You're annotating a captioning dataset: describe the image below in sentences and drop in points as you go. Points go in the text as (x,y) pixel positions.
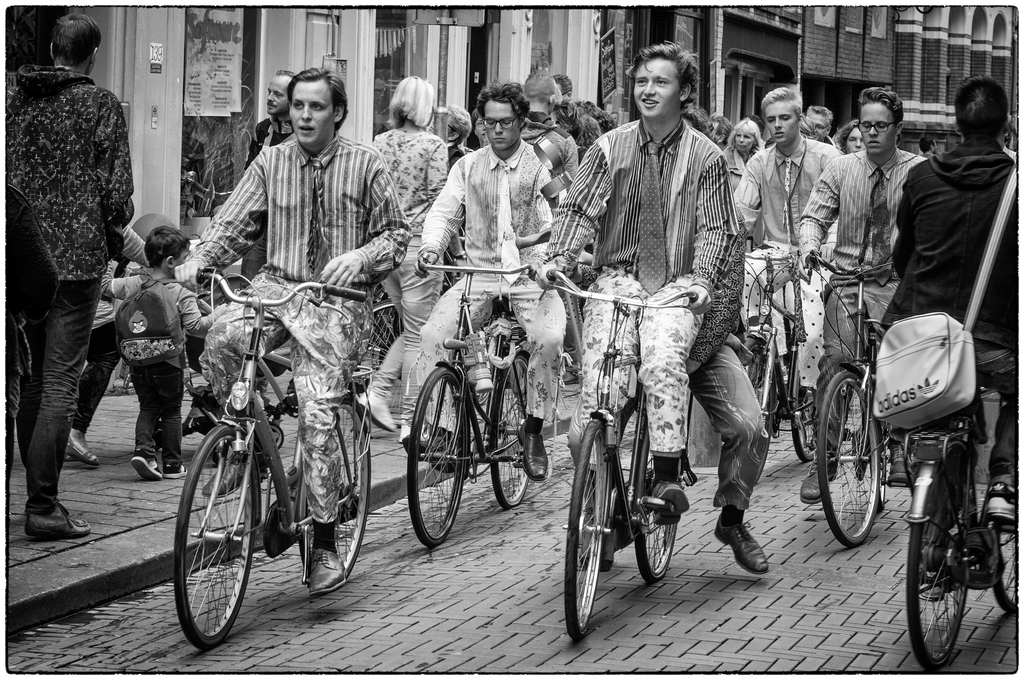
In this picture there are a group of people (723,426) riding a bicycle (661,526) on the road (124,628) and they are people (48,337) walking on the walk way (96,533).
